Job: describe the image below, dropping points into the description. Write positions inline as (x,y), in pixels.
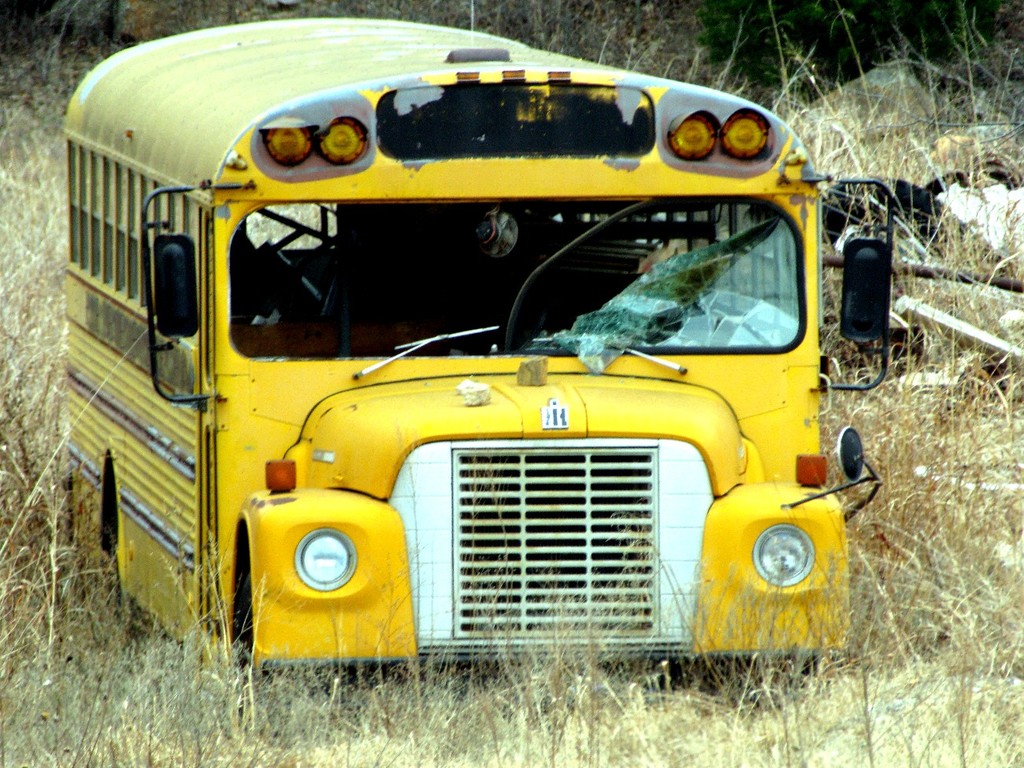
This picture is clicked outside and we can see the dry stems (11,130) and in the center (677,307) there is a yellow color vehicle (262,494) parked on the ground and we can see the broken glass (663,292) of the vehicle (689,287). In the background (954,181) we can see some objects (973,208) lying on the ground (987,368) and we can see the green leaves (808,16).
